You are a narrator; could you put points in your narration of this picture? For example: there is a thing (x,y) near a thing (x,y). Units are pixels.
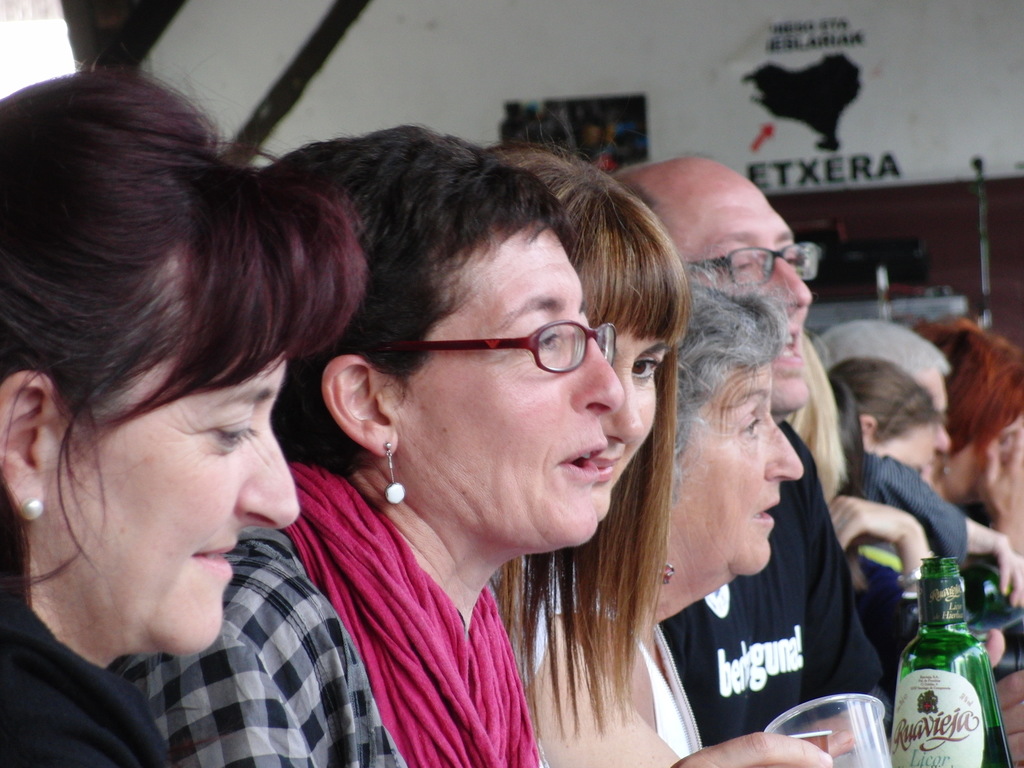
In this image we have a group of people (556,468) who are smiling. Here we have a glass bottle (976,685).
